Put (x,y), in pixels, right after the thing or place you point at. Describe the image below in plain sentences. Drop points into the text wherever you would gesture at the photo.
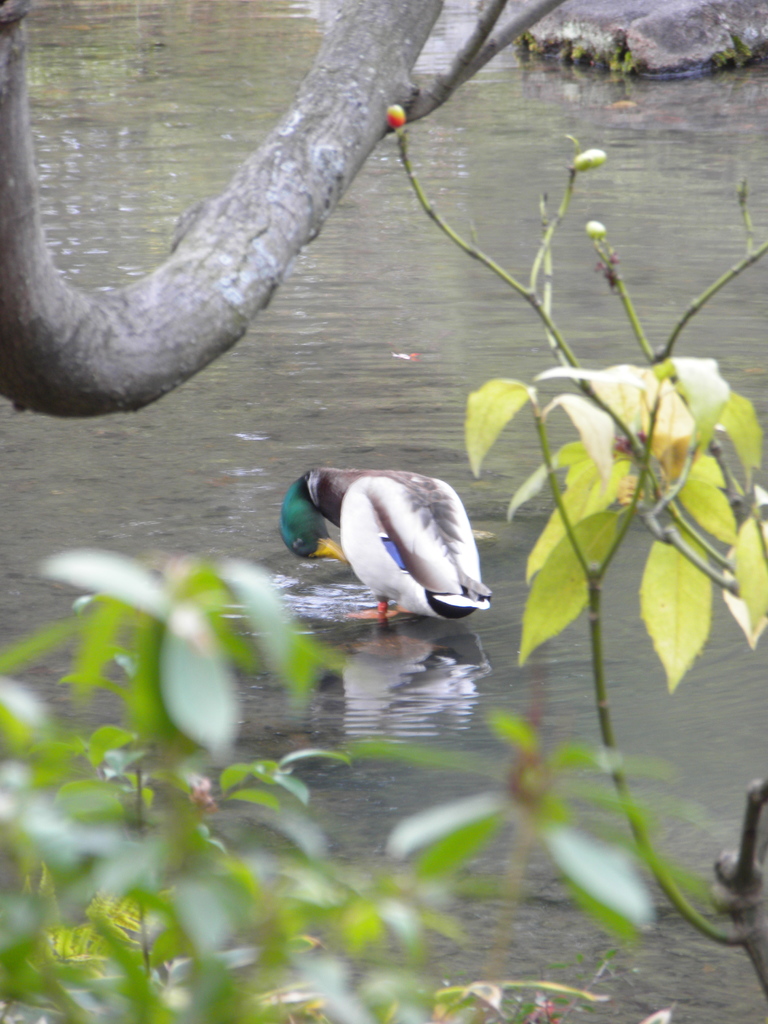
In this picture there is a bird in the center of the image (367,562), on the water (245,527) and there are plants (19,701) at the bottom side of the image (453,754), there are rocks (551,25) at the top side of the image (728,38).
